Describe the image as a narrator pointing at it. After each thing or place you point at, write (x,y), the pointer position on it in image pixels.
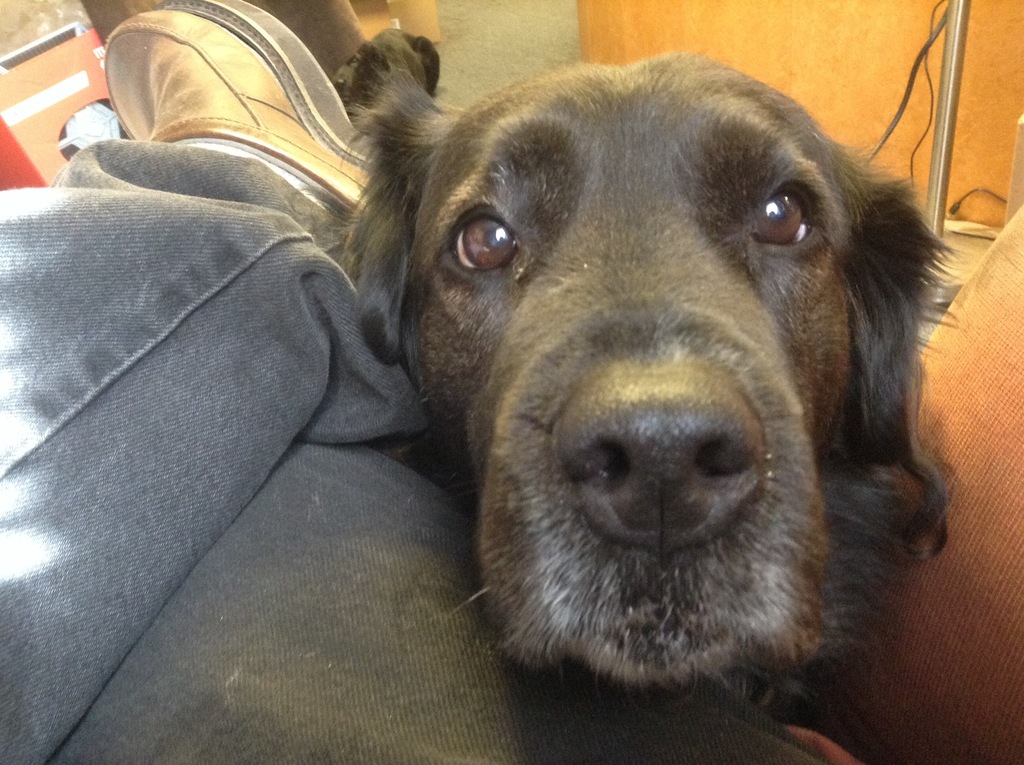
In this image, we can see a dog (620,381) beside person legs (272,509).
